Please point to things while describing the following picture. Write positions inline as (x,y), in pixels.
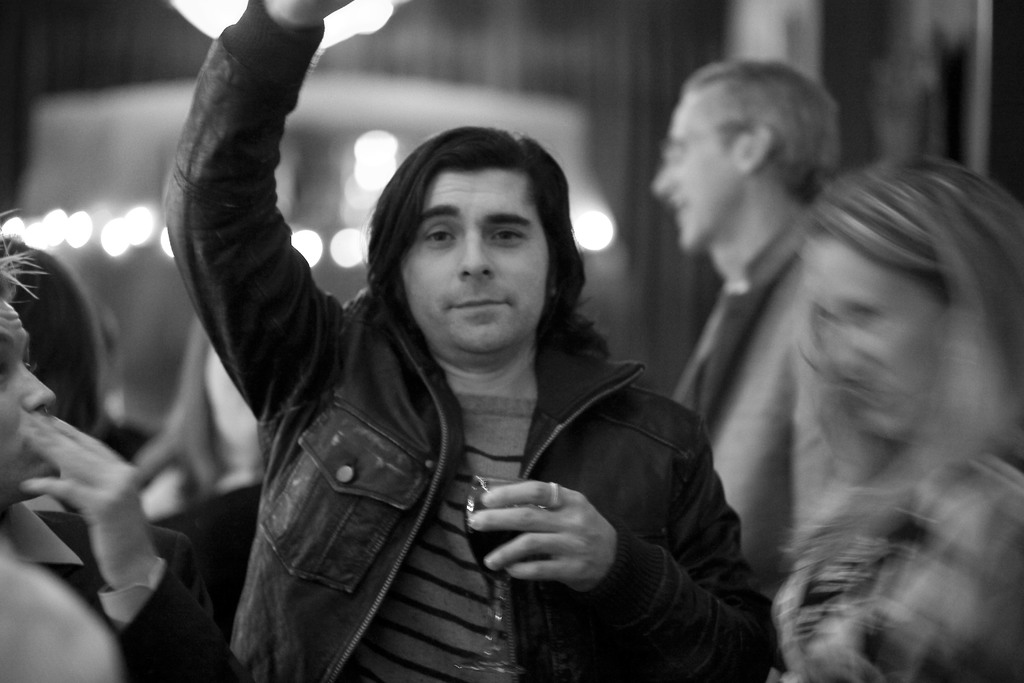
In this image I can see the black and white picture in which I can see a person (475,465) wearing jacket (381,453) is standing and holding a glass (477,504) in his hand (507,525). In the background (195,493) I can see few persons (776,336) standing, few lights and few other blurry objects (575,103).
